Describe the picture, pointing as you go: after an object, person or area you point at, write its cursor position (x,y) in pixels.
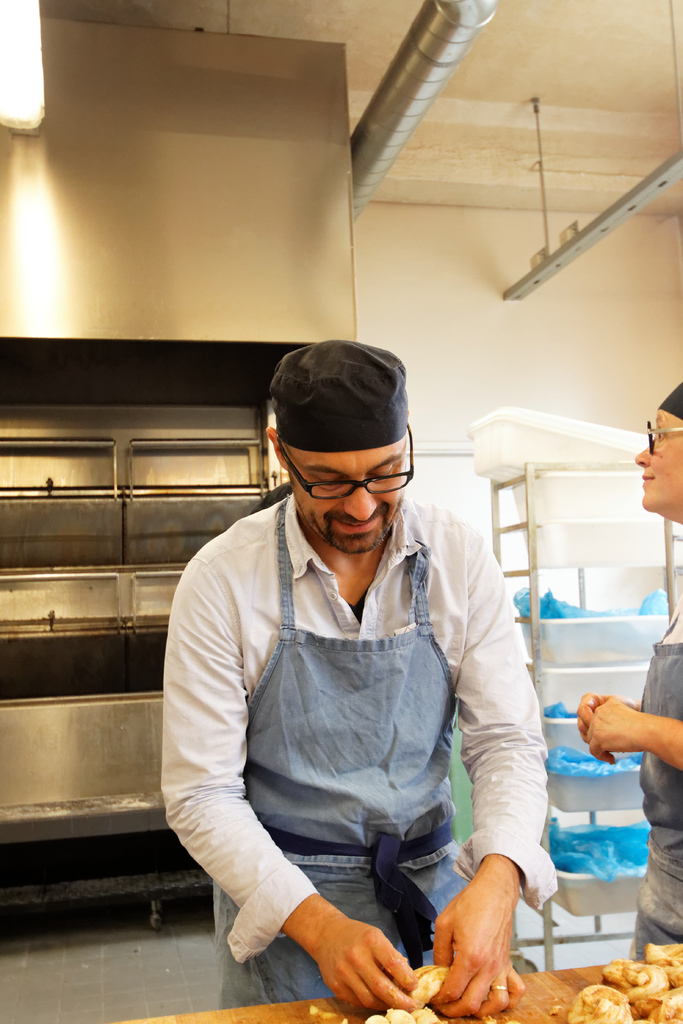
In this image there are two people (440,753) who are doing something, at the bottom (278,1006) there is a table (531,1002). On the table (531,1002) there are some objects (605,995), and in the background (529,604) there are cupboards (122,449) and some baskets (571,442) and there is a wall (569,301). At the top (547,71) there is a pipe (395,83), ceiling (526,195) and rod (653,190).
